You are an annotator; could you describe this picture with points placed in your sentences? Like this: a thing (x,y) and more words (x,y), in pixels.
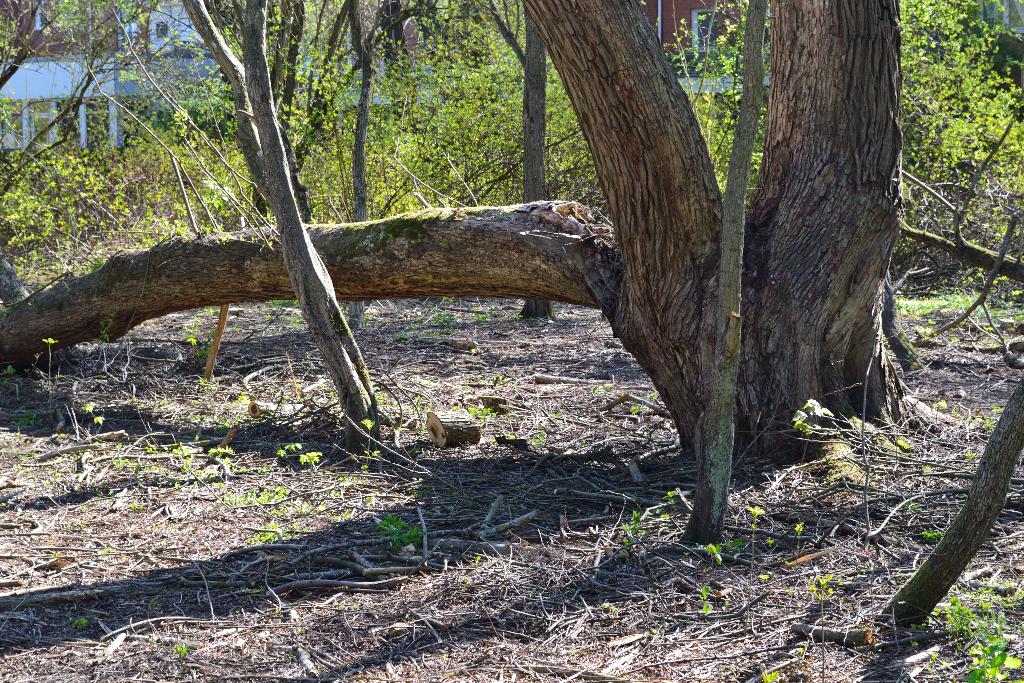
In the picture I can see the trunk (855,108) of a tree (855,108) on the right side (801,154). I can see the broken trunk (430,226) of a tree (215,264) on the ground (289,376). In the background (11,132), I can see the buildings (11,132) and trees (458,125).
